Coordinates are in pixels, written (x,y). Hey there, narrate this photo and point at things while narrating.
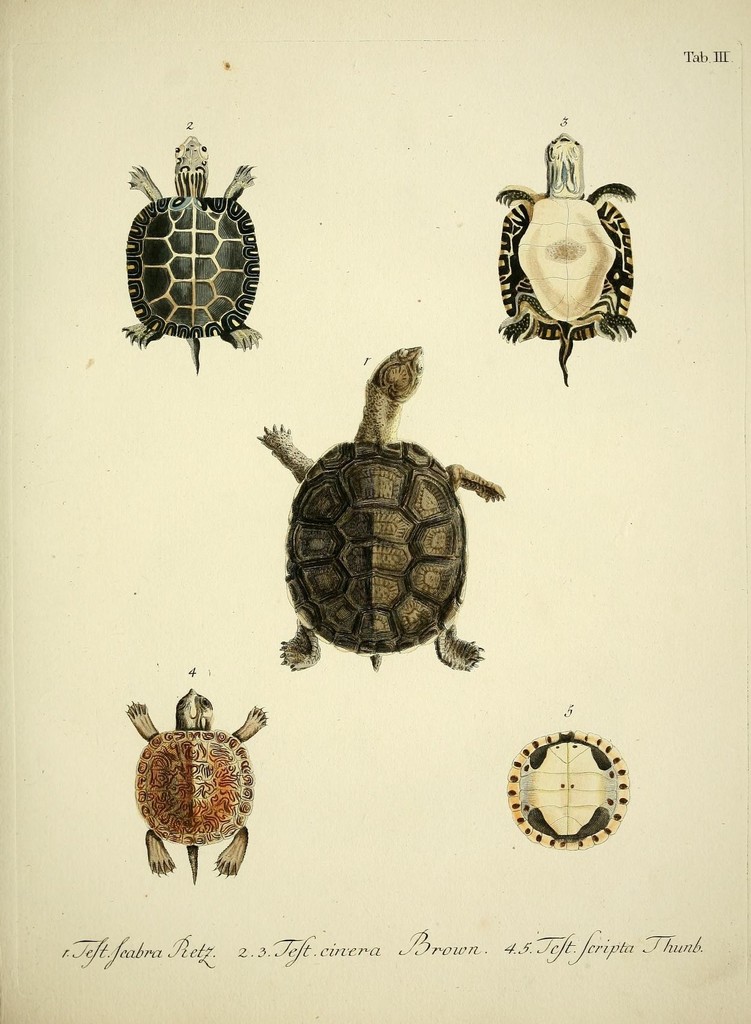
This image is an art done on the paper (390,813) with different color pencils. At the bottom of the image (149,951) there is a text (671,947). In this image there are a few images of turtles (212,747) and a tortoise (408,364).
